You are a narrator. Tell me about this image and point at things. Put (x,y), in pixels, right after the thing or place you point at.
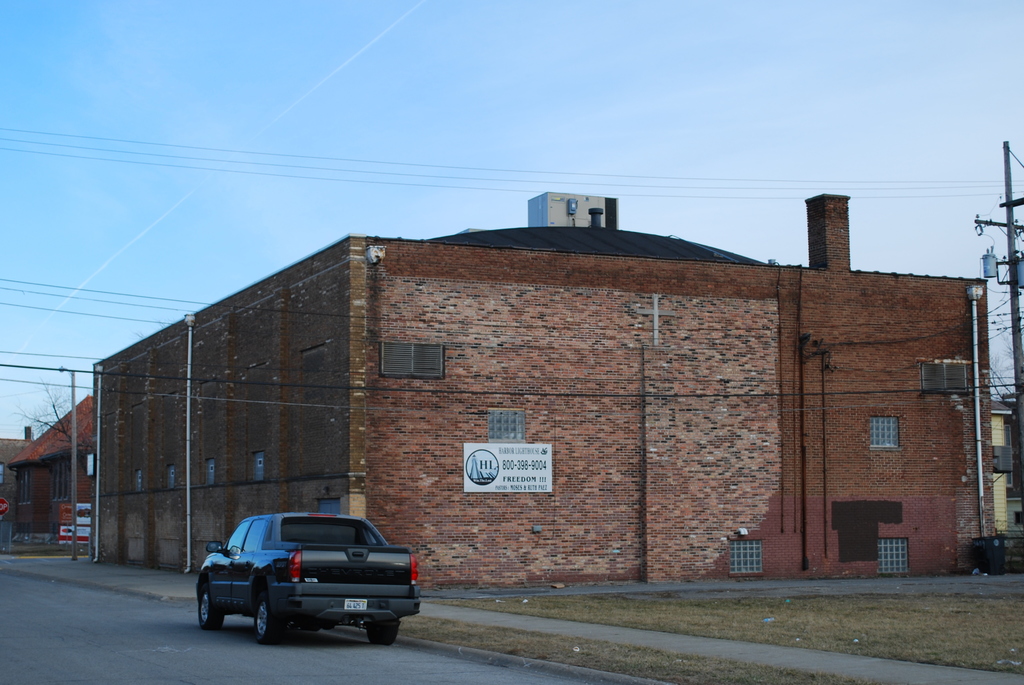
In this image I can see a vehicle (329,548) which is in black color, background (539,385) I can see few buildings (105,397) in brown color, few light poles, an electric pole (1014,307) and the sky (504,99) is in white and blue color.
